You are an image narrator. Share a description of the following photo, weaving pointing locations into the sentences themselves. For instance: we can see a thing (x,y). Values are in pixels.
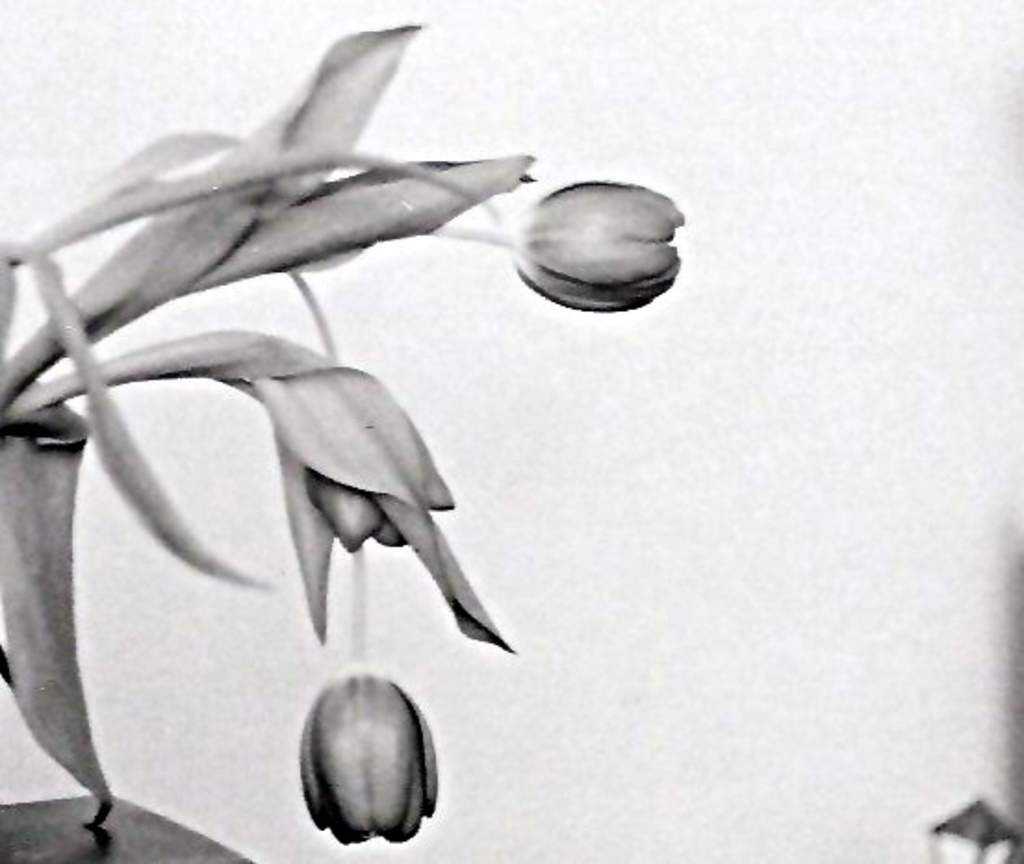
In this image I can see depiction of flowers (361,831) and of leaves (353,185). I can also see this image is black and white in color.
